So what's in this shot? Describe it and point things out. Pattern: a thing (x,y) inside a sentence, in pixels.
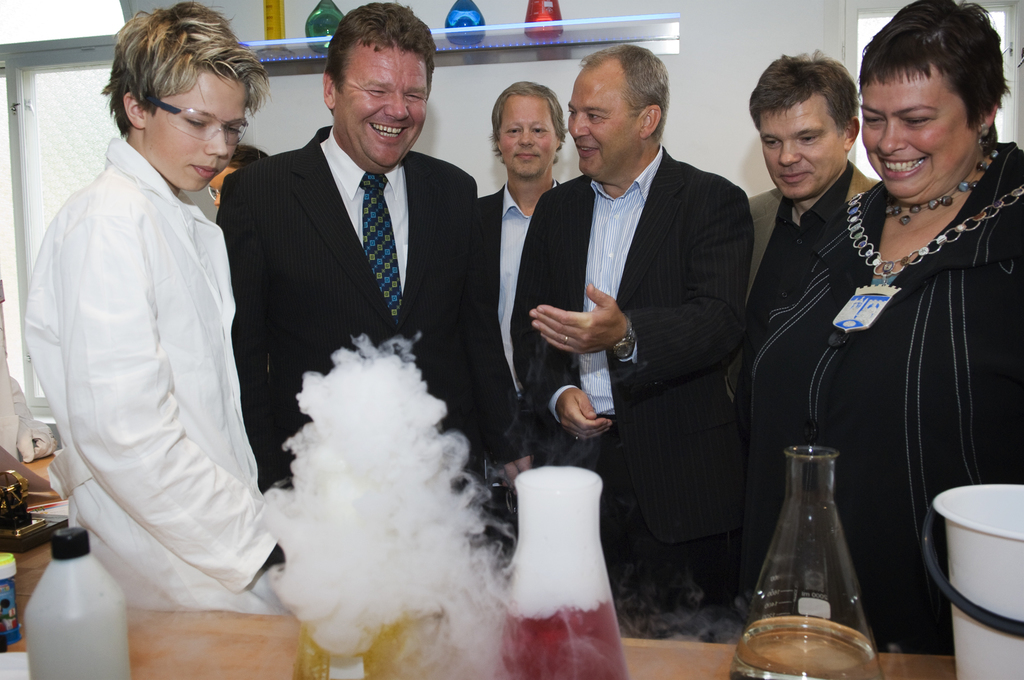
In the center of the image (467,298) some persons (578,237) are standing. At the bottom of the image (168,663) there is a table (33,575). On the table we can see bottles (805,534), bucket (987,521) and some objects (29,545) are present. In the middle of the image (389,448) smoke (388,456) is there. At the top of the image (499,60) we can see wall (696,20), shelf (583,26) and some bottles (457,20) are there. On the left side of the image (57,126) window (57,148) is there.
